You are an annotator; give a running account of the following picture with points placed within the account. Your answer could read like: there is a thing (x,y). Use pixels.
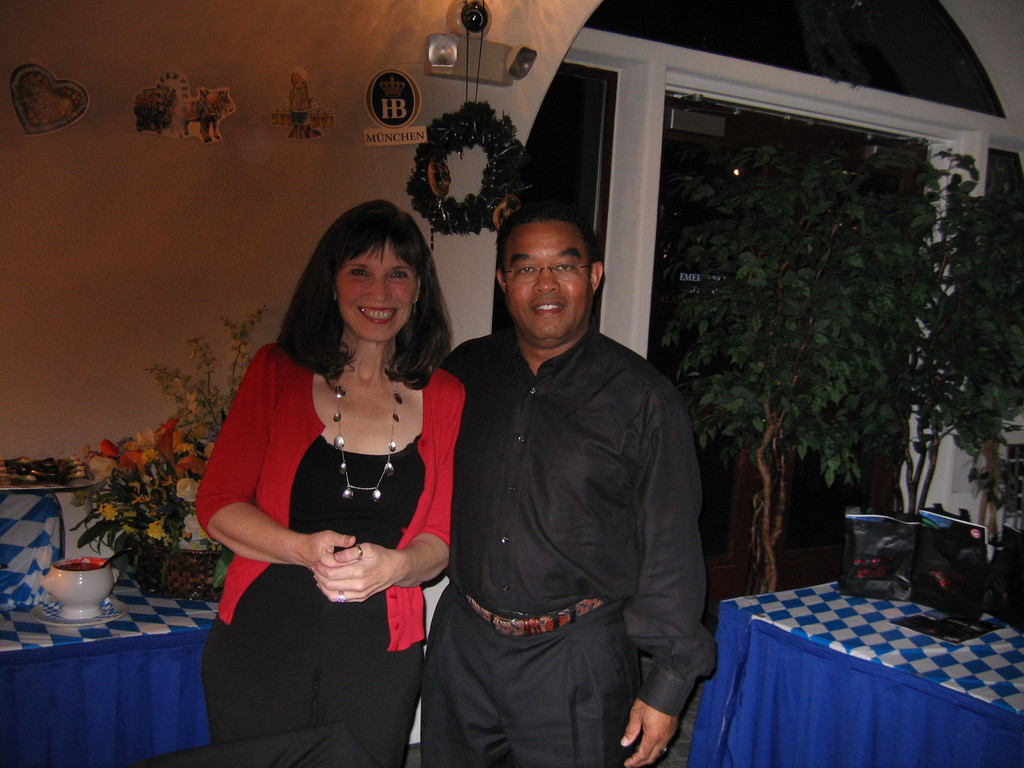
In this picture, There are some tables (905,686) which are in blue color and in the middle (398,380) there are two people (417,373) standing and in the background (137,386) there is a white color wall (209,216) and there are some green color plants (766,299).
